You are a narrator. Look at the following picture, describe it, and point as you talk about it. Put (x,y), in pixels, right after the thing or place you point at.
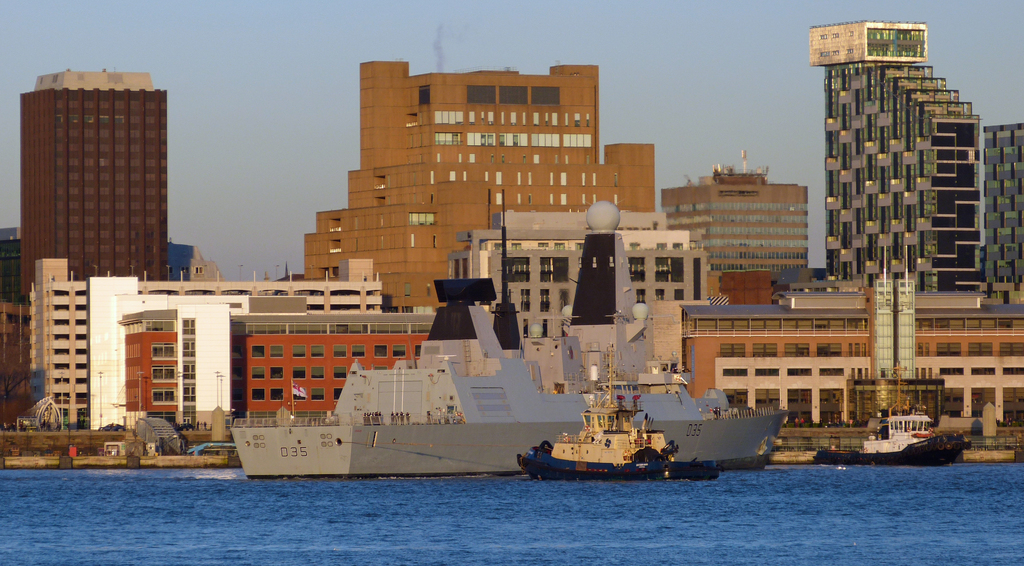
In this picture we can see there are ships (482,444) on the water (500,476) and behind the ships (543,442) there are buildings (480,276) and a sky (368,56).
